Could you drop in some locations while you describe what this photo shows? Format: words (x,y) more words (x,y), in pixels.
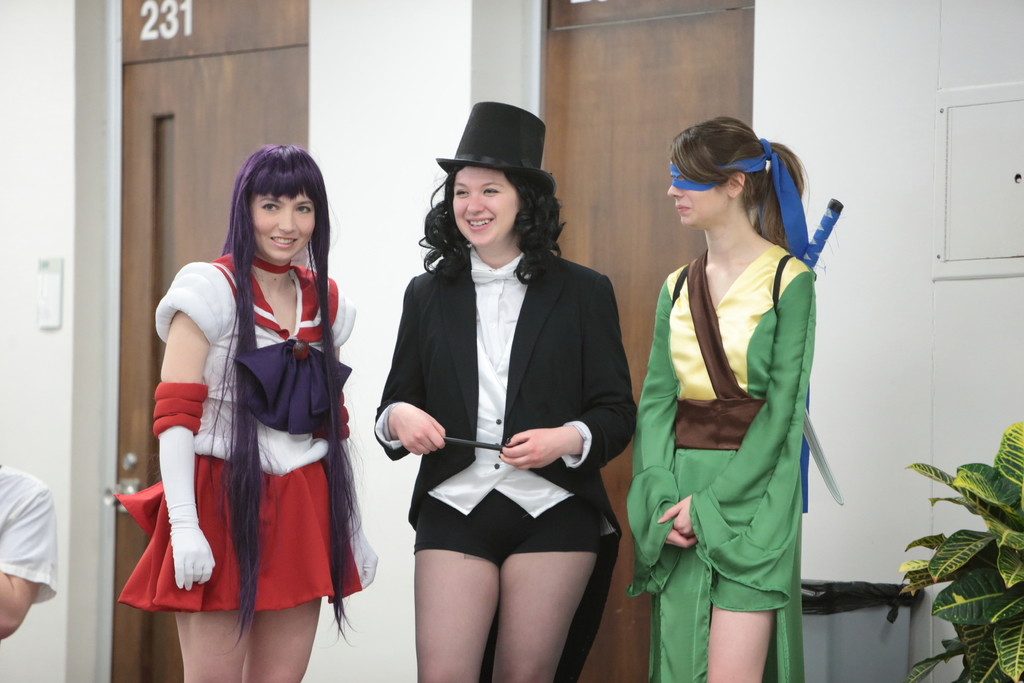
In this image we can see three persons (484,431). The person (496,372) in the middle (493,397) is holding an object (489,449). Behind the persons (520,253) we can see a wall (452,55) and doors (692,113). At the top (181,30) we can see the text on the door (190,44). In the bottom right (937,538) we can see the leaves (1015,606). In the bottom left (34,519) we can see a hand (2,603) of a person (24,588).
